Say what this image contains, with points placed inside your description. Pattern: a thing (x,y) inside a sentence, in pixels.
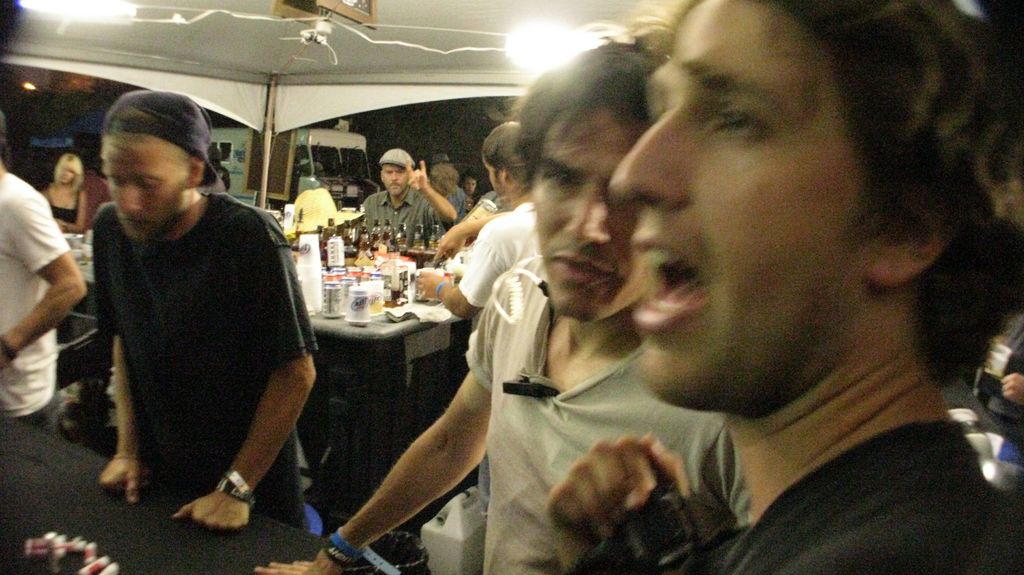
In this image we can see there are groups of people (614,253) standing in the tent (420,56) and there is a table (325,369), on the table (325,369) there is a cloth (414,315), bottles (379,247), paper (437,312) and a few objects (413,274). And there is a vehicle (332,161) and a light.
